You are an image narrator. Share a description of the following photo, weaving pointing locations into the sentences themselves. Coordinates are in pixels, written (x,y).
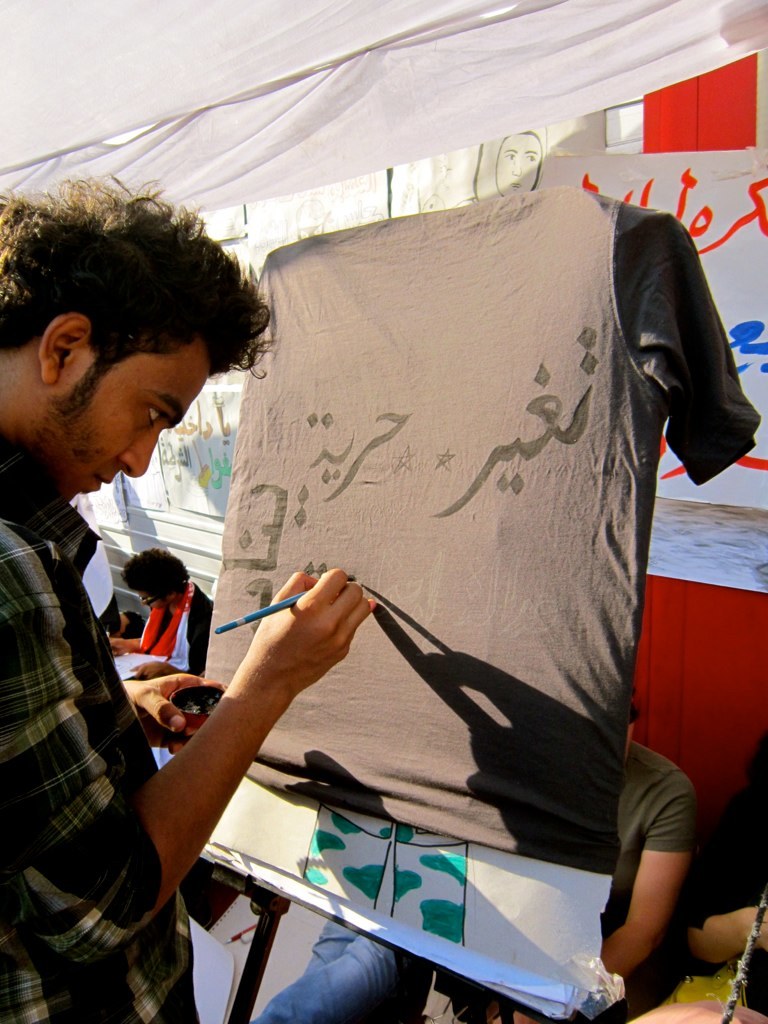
In the picture we can see a man (95,774) standing and designing a T-shirt (357,705) which is black in color and behind it, we can see a person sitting and they are under the tent (43,100) which is white in color.
